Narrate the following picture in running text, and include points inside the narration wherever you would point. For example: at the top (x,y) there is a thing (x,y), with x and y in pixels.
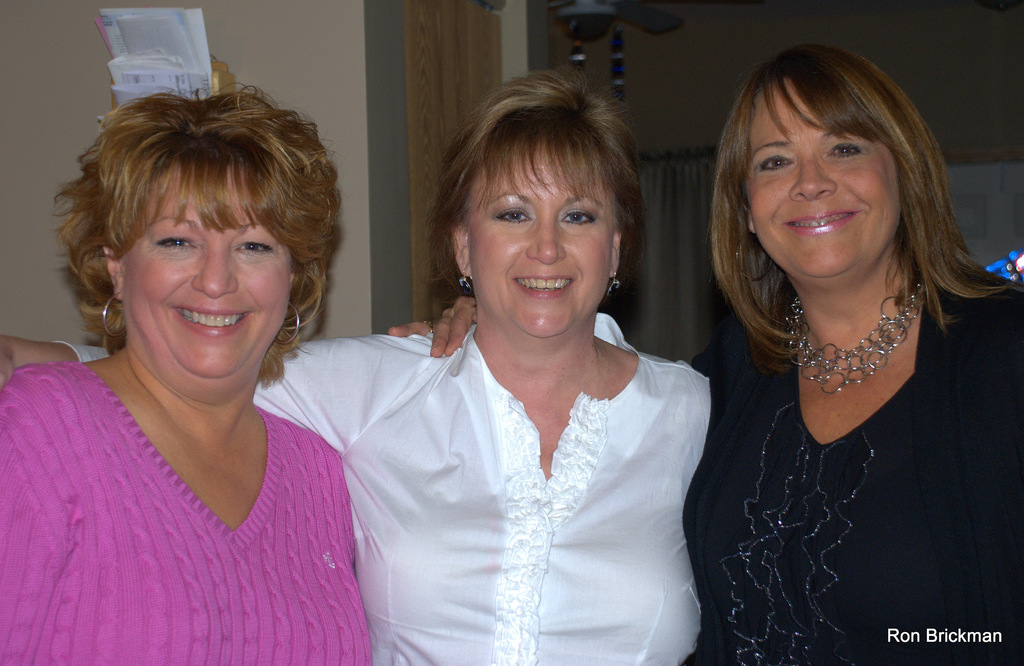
In this picture we can see three women (152,576) smiling, papers (143,51), wall (312,72) and in the background (687,164) we can see curtains (663,182).
